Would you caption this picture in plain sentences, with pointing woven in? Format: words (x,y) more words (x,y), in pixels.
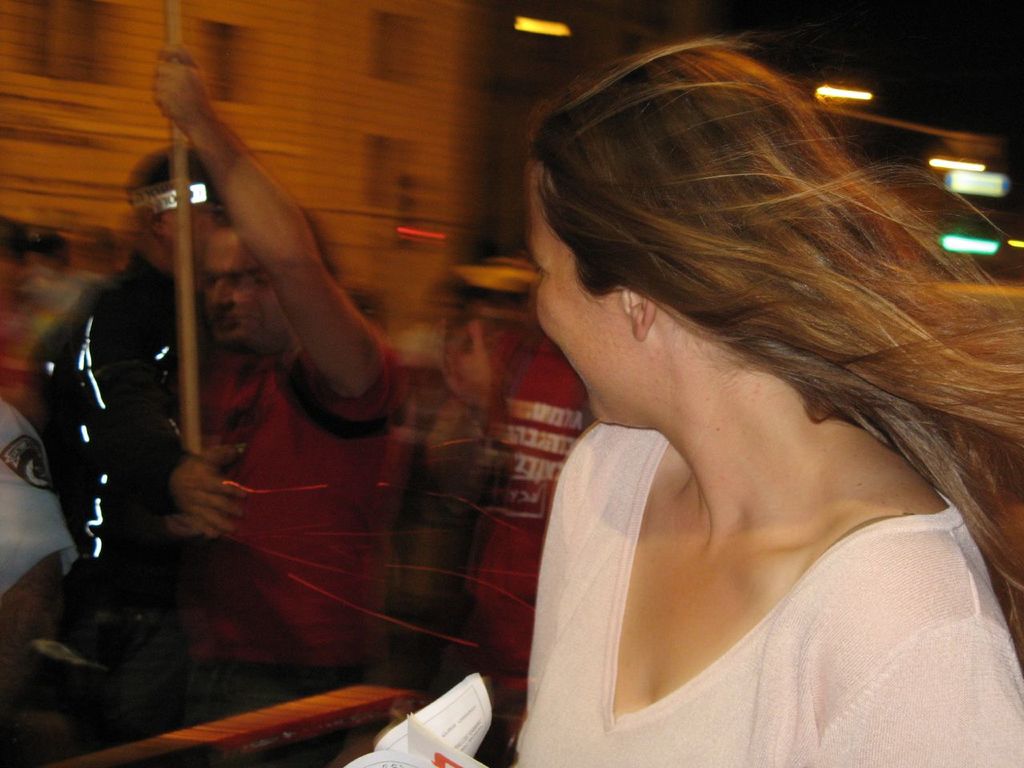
In this image there is a person (566,147), and in the background (402,307) there are group of people (378,350) and a building (386,209).
